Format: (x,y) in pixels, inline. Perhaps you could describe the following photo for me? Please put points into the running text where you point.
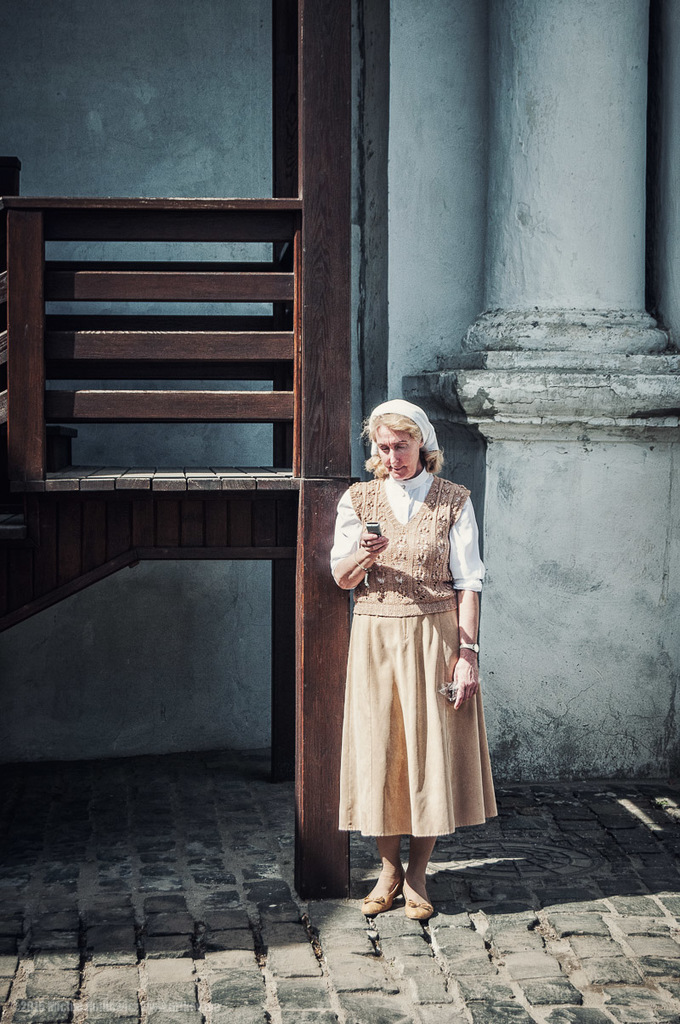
In this image, we can see a person (360,830) holding some object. We can see the ground (208,971) and some wooden object (320,381). In the background (455,202), we can see the wall (428,97) and a pillar (494,249).
